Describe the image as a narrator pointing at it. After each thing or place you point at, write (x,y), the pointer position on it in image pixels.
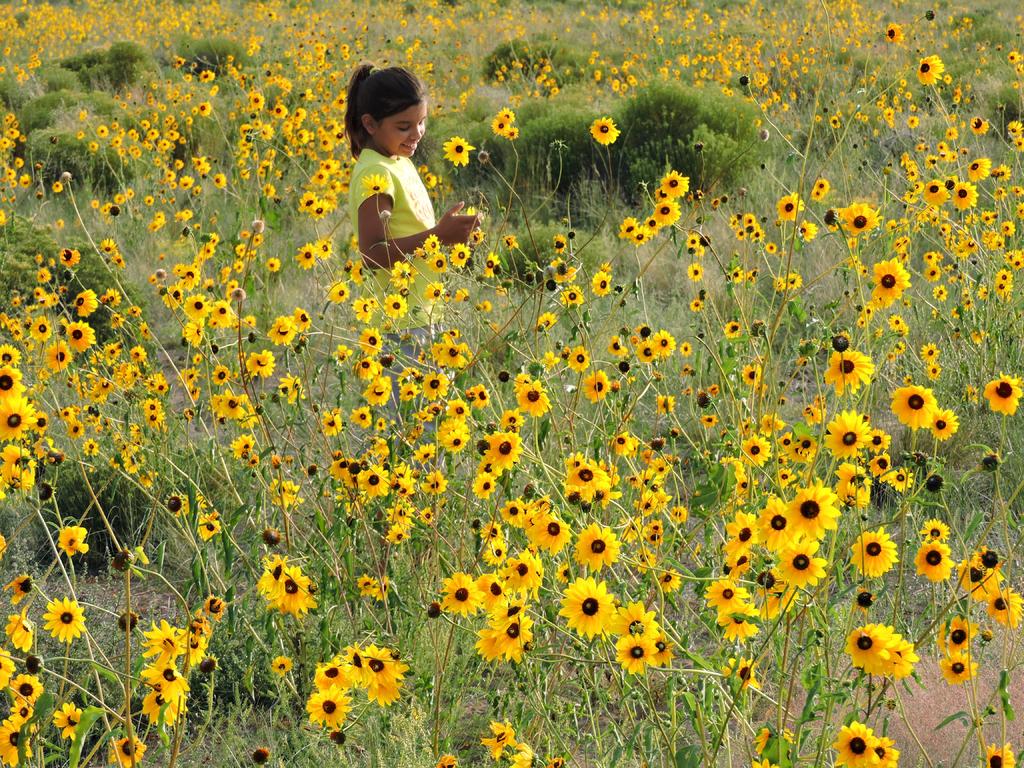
In this picture there are flowers (593,542) and there is a person (394,175) standing and smiling and there are plants (210,139).
